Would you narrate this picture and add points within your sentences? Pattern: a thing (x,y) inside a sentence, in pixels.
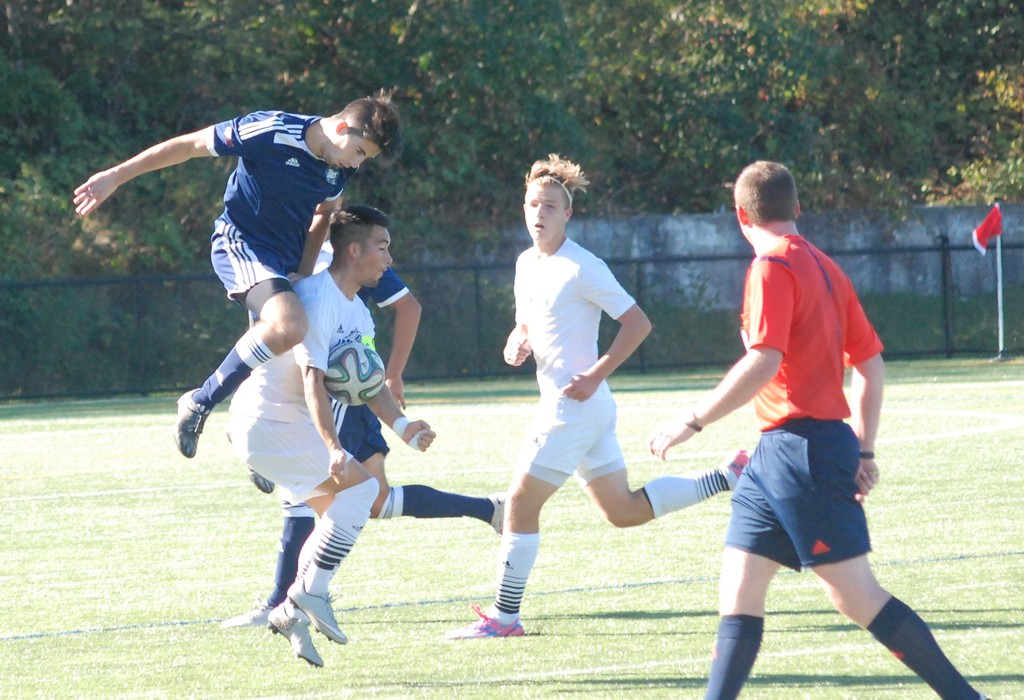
This image i can see two persons (560,322) in white Jersey (560,309) and 2 persons (283,248) in blue Jersey (269,158) are playing football, and to the right of the image (860,490) I can see a person (803,365) in a red t-shirt (797,344) and black short (800,490) is walking. I can see a ball (340,376) over here, I can see all of them are wearing shoes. In the background (670,58) I can see the trees (646,88), the fence wall (692,235) and a flag (1000,265).
